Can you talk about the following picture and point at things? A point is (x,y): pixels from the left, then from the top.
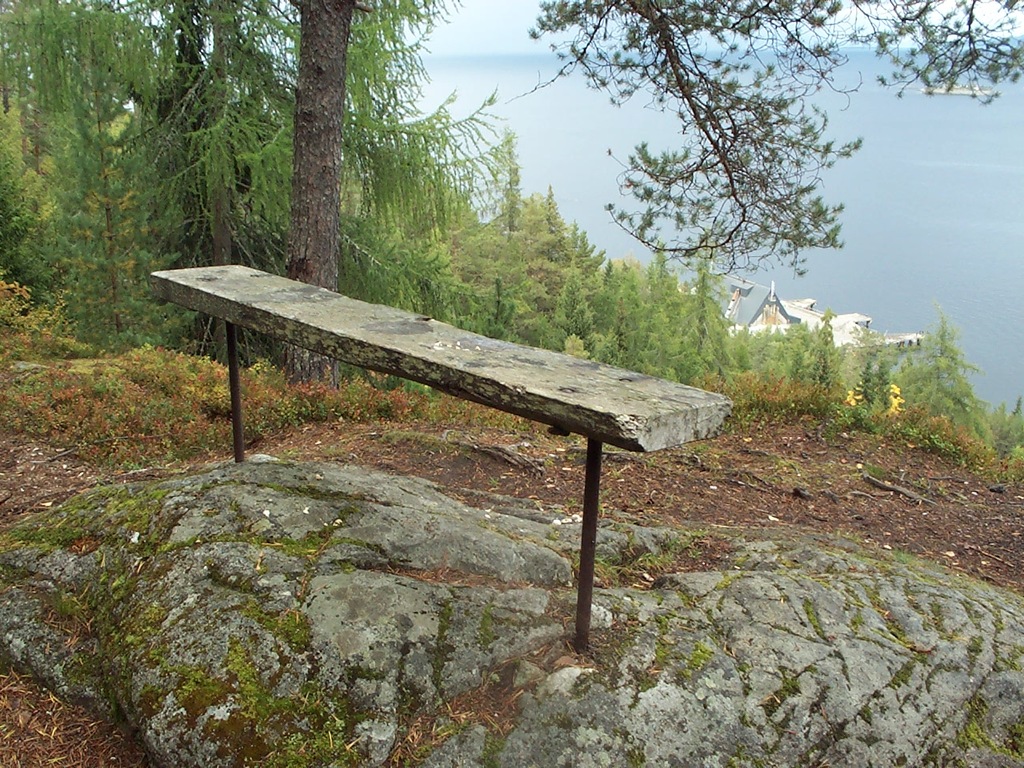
In this image I can see few trees (225,87), house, water (918,326), rock (899,669) and the concrete-table (508,397).
